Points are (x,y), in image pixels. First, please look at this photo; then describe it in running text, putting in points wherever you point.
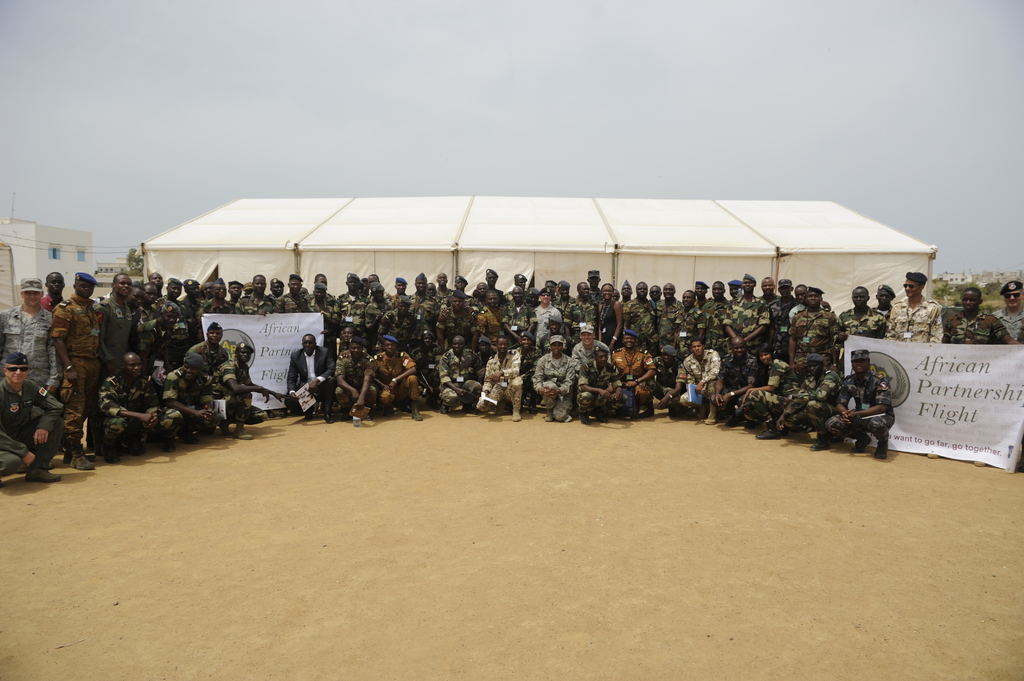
In the image there are a lot of people (672,370) in the foreground (810,329), all of them are posing for the photo and there are two banners (984,365) in front of them and in the background (517,247) there is a tent (227,246), on the left side (40,236) there is a building (39,247).
